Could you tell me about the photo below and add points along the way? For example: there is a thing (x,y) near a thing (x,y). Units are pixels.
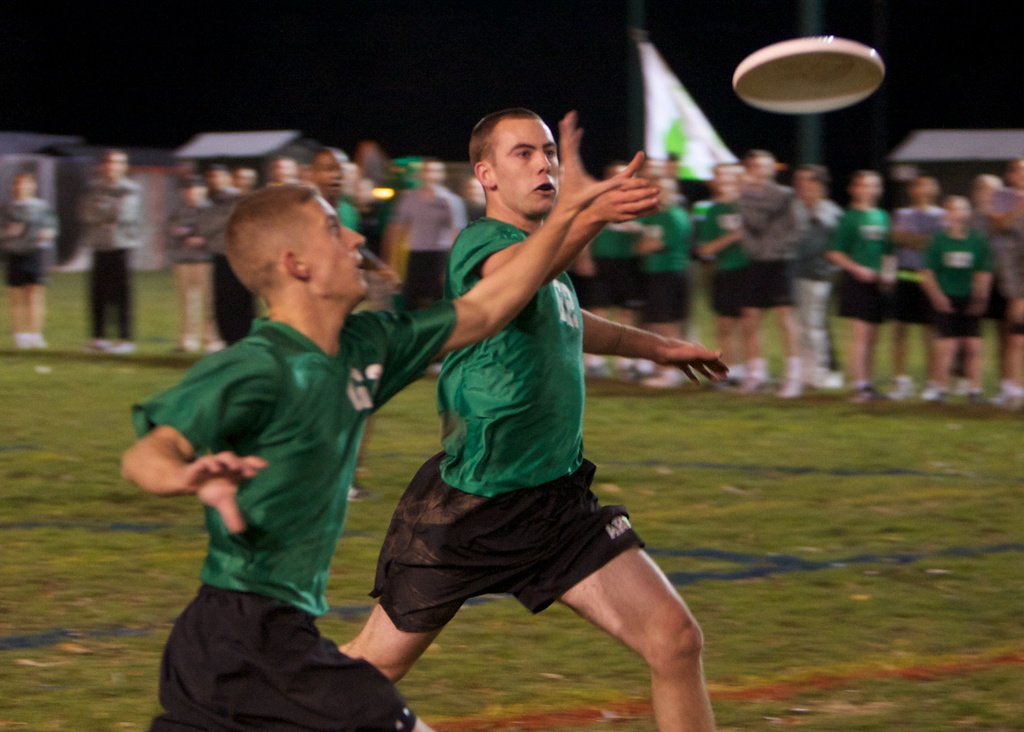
In this image we can see people (574,374) playing saucer. In the background (200,256) there is crowd (214,259) and we can see a flag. There is a shed (231,151). At the bottom (837,642) there is grass (620,682).
